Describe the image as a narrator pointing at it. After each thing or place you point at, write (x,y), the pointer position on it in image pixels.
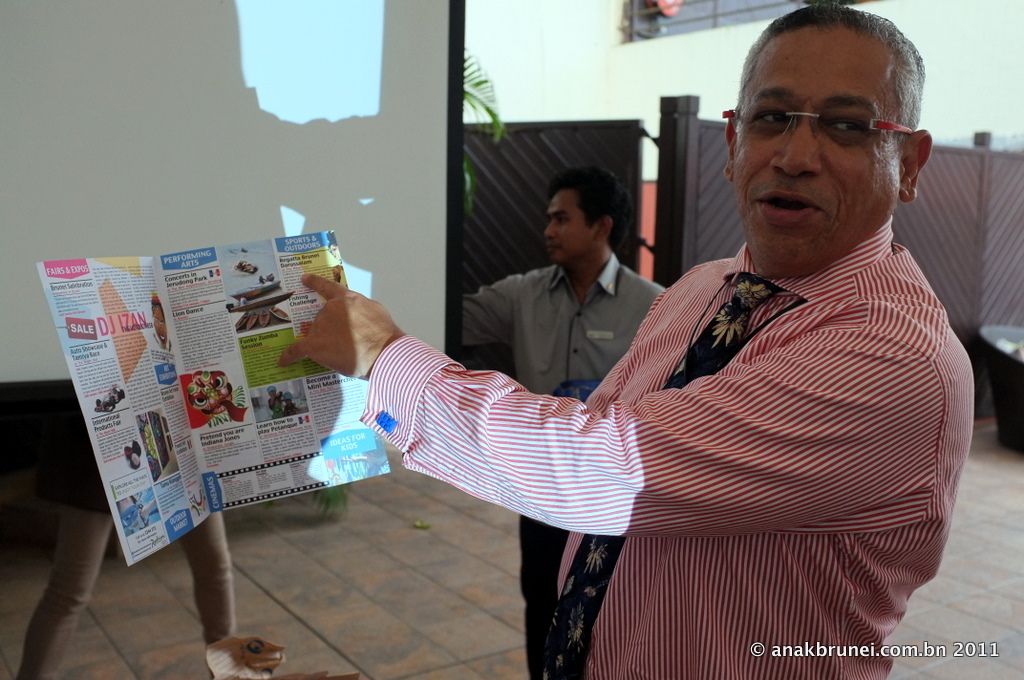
In the middle of the image (530,451) a man (704,309) is standing and holding a paper (237,368). Behind him two persons (570,263) are standing and there is a screen (20,12). Behind them there is a gate (478,127) and plant (478,63).
